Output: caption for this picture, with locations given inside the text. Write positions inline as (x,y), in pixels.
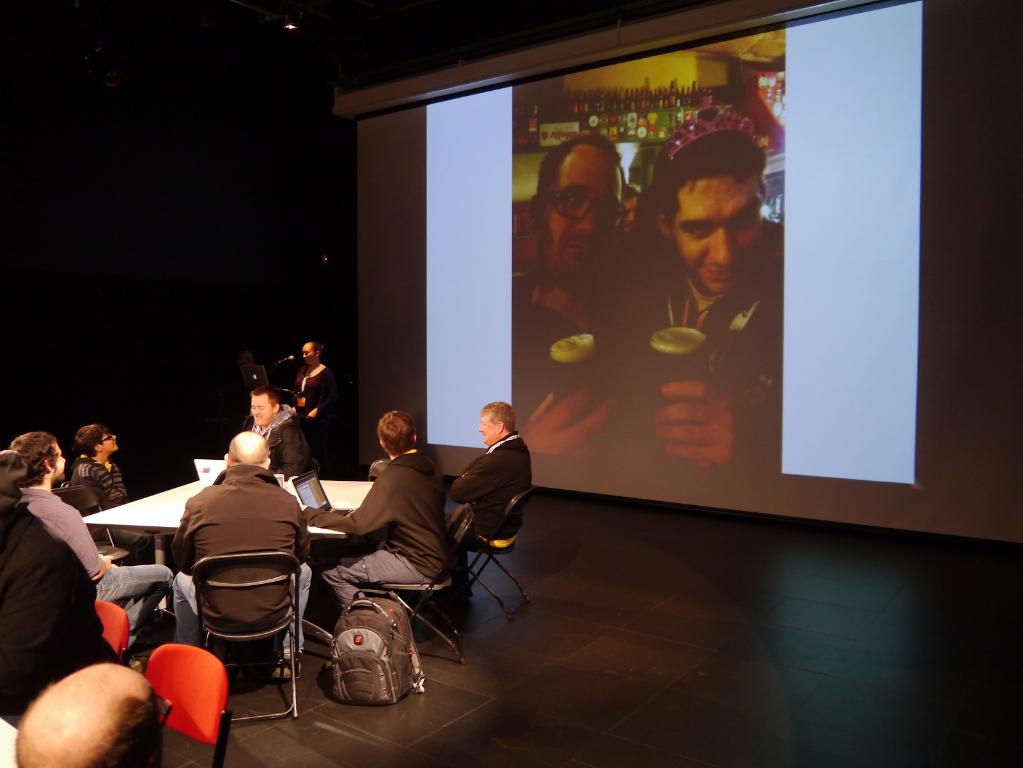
In this image there are people (265,613) sitting on the chairs (518,583). In front of them there is a table (132,506). On top of the table (326,487) there are laptops (311,489). Behind them there is a screen (707,338). At the bottom of the image (670,658) there is a floor (690,653).
